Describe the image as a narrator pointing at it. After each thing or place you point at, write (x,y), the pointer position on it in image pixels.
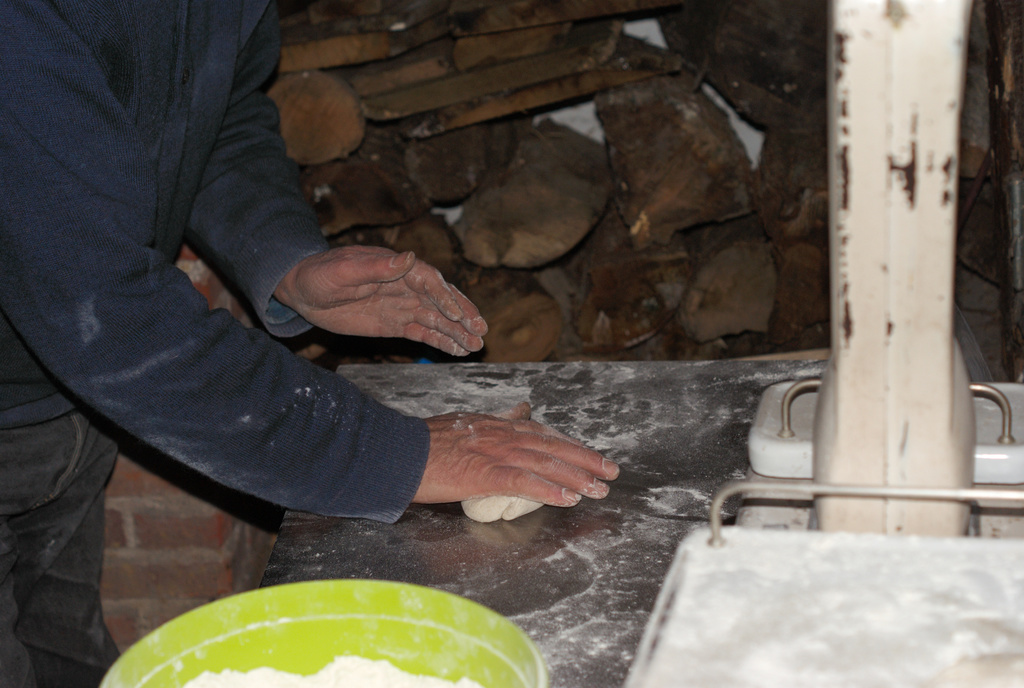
In this picture we can see flour (353,675) in the green object (235,613). We can see the hands (383,281) of a person (362,323), a dough (493,513) and a few things (714,621) on the platform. There is a brick wall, wooden logs (652,258) and other objects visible in the background (575,212).
